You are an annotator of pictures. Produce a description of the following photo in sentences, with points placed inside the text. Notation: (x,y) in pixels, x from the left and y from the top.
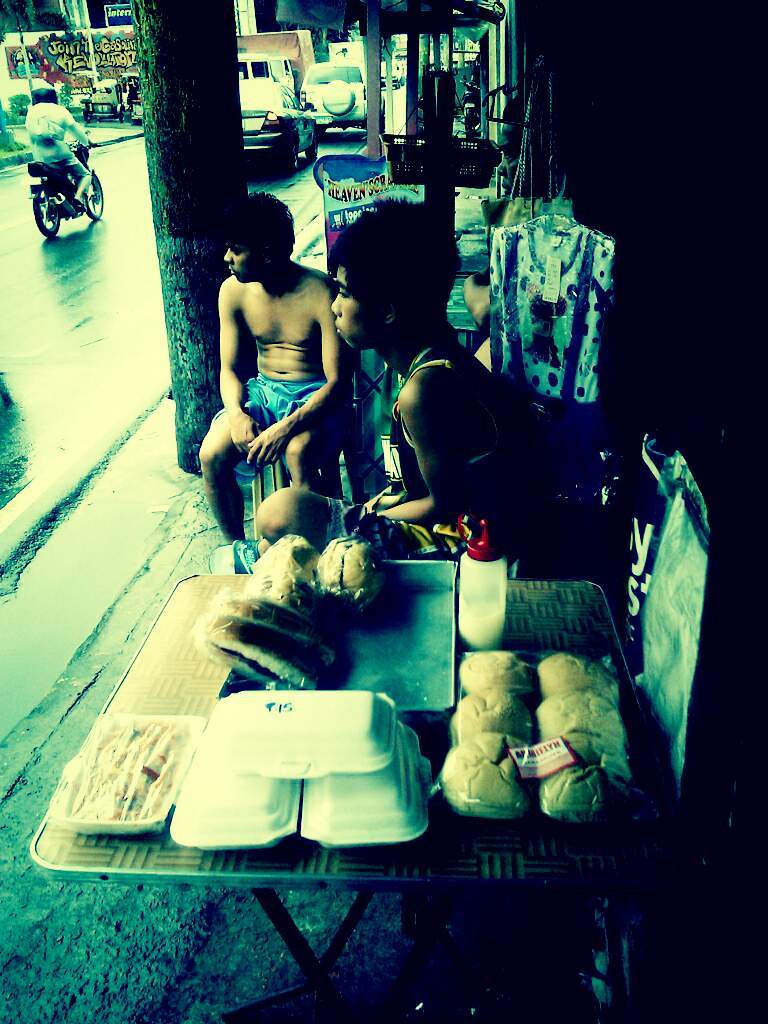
This image is taken outdoors. At the bottom of the image (234,966) there is a sidewalk (90,894). On the left side of the image (75,377) there is a road (99,379). A few vehicles (39,169) are moving on the road (24,209). A man (43,117) is riding on the bike (73,180). There is a wall (45,55) with a graffiti (36,55) on it and a few vehicles (120,91) are parked on the road (76,280). There is a board (109,9) with a text (110,15) on it. In the middle of the image (319,460) two kids (303,326) are sitting on the chair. There is a table (432,864) with a few buns (504,759), a bottle (478,575) and a few things (414,675) on it. In the background (445,158) there are a few poles (415,57) and there is a board (415,189) with a text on it.
